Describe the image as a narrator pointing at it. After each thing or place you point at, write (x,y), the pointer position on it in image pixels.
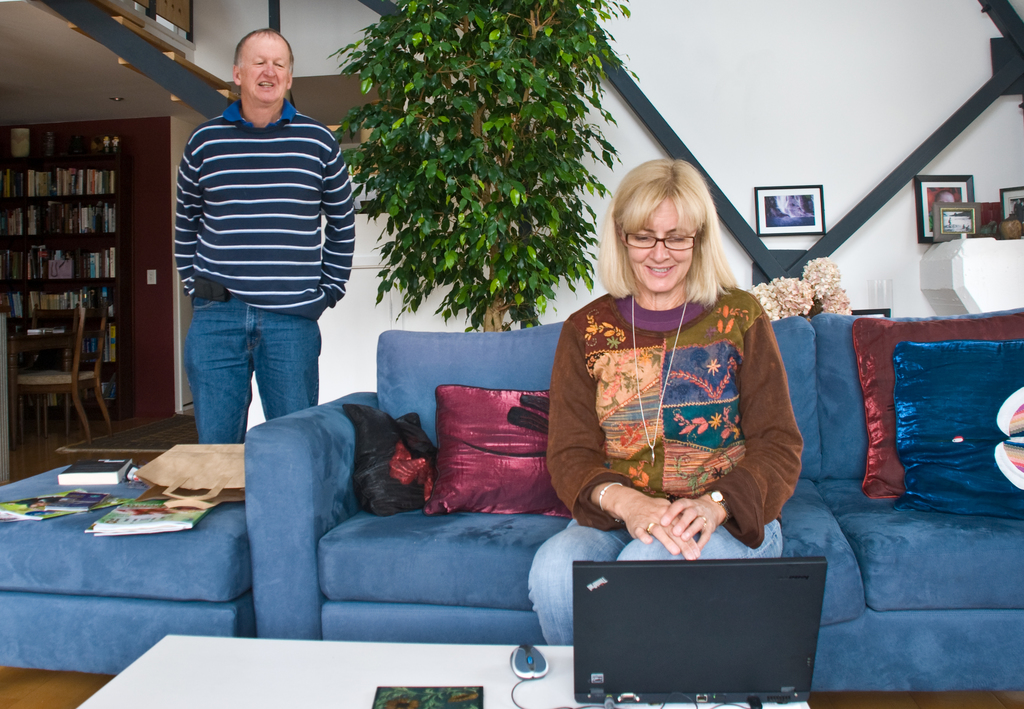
This woman (601,393) is sitting on a blue couch (272,438) with pillows (486,459). On this table (432,654) there is a mouse (523,649) and laptop (735,629). On this couch (194,592) there are books (141,523) and bag (216,468). This rack (108,361) is filled with books (110,180). These are chairs (105,339). This person (225,380) is standing. Picture (808,219) is on wall (853,133). This is tree (474,239).
